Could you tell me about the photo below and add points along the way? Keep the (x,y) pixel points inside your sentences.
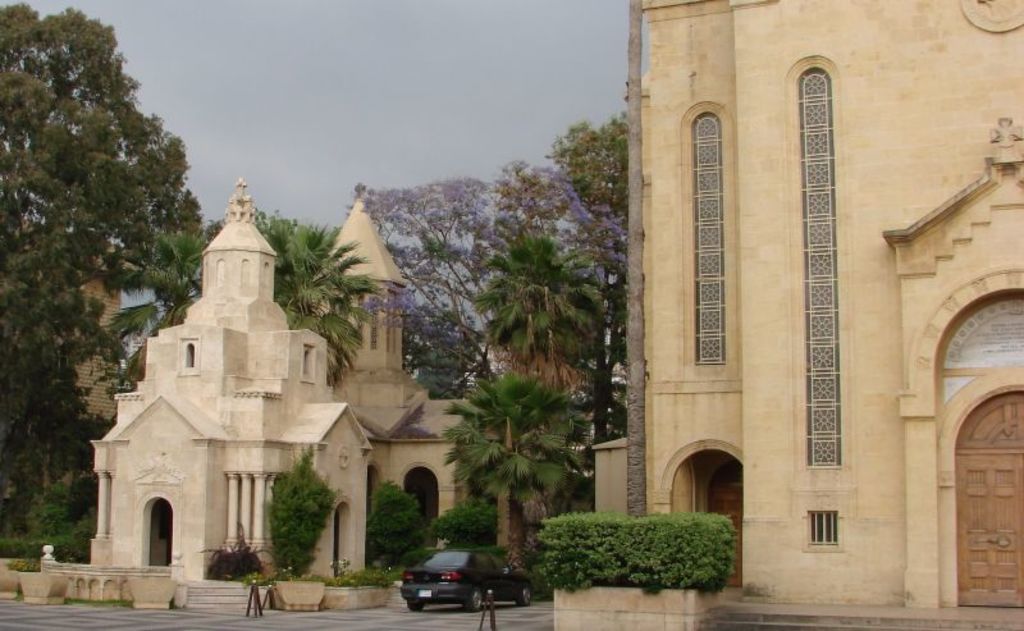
In this picture we can see a car (419,584) on the ground (271,617), poles (260,617), concrete planters (278,608) with plants (217,573) in it, buildings (204,573), trees (32,259) and in the background (361,90) we can see the sky (400,121).
